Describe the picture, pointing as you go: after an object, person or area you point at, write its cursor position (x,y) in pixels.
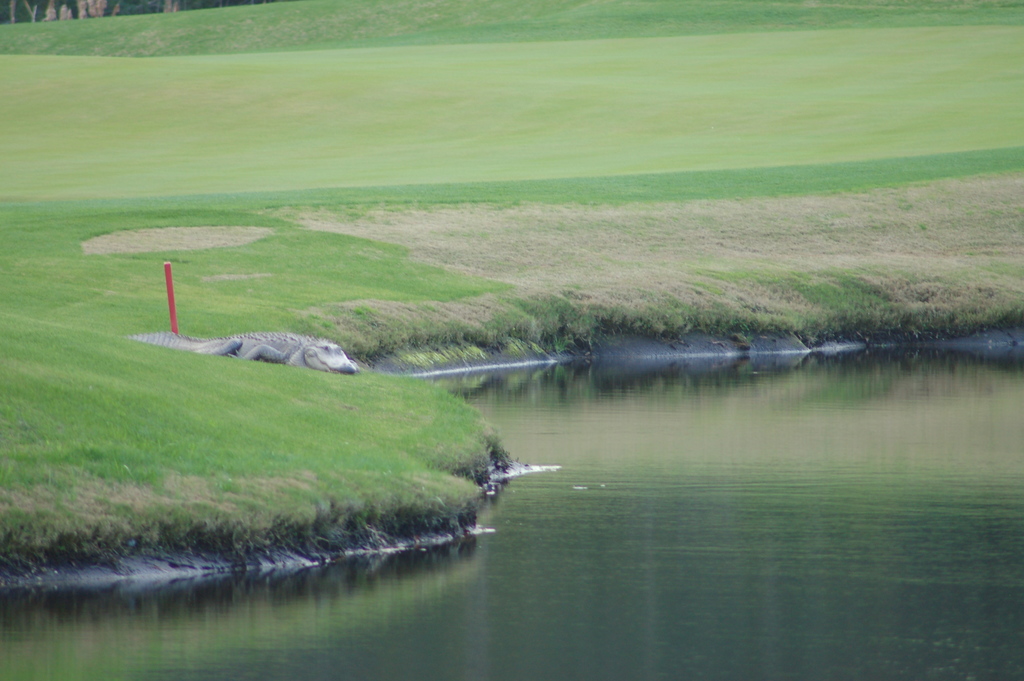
Bottom right side of the image (968,654) there is water (1019,634). In the middle of the image (348,364) there is a crocodile (311,362). Behind the crocodile (137,337) there is grass (424,398).
